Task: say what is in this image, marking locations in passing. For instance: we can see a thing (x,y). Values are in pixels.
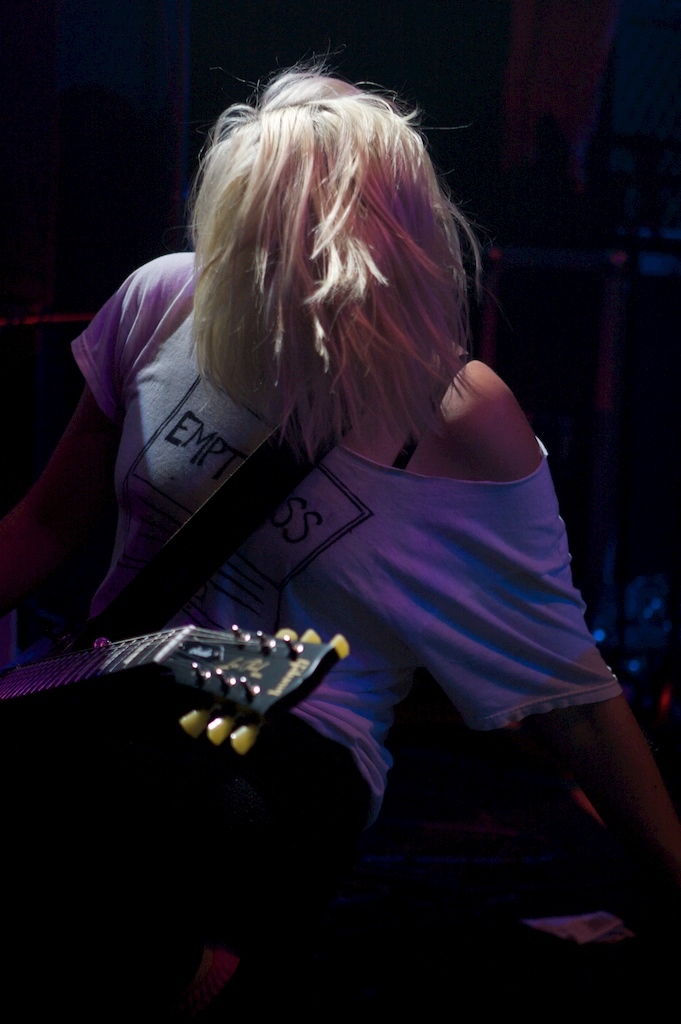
In this image, there is a girl (507,585) sitting and she is carrying a music instrument (168,670) which is in black color.
